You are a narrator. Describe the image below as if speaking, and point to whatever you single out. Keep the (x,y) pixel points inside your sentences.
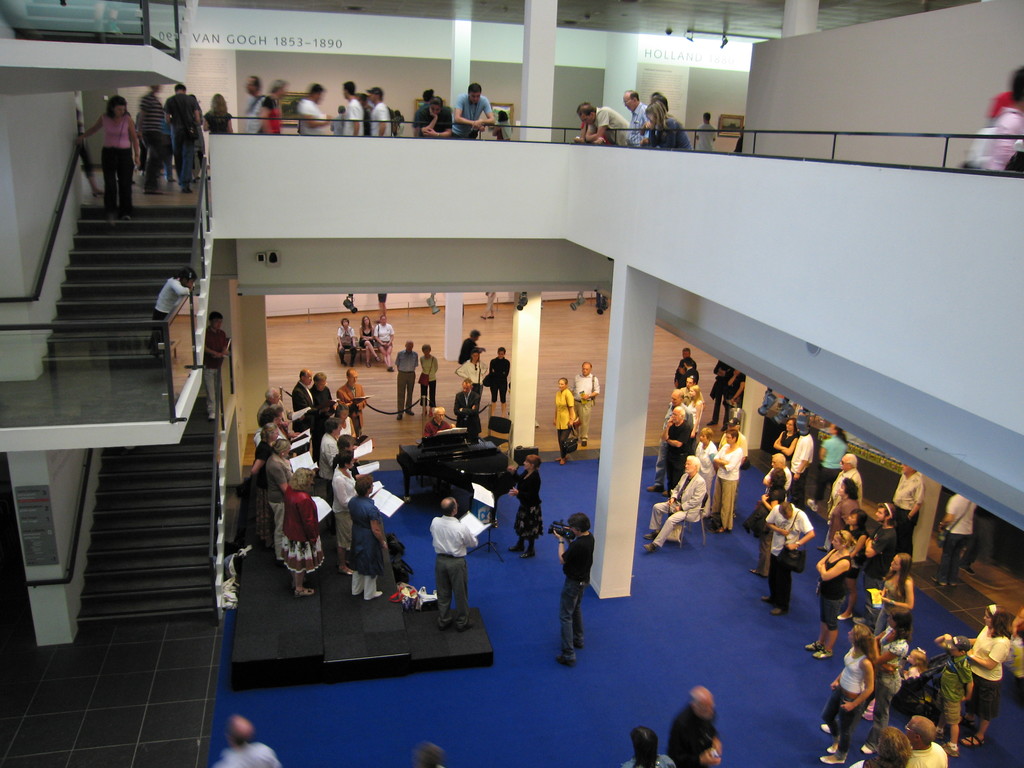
There are people (256,491) in the foreground area (413,535) some are standing on the stage (391,617) holding papers (388,501) in their hands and there are stairs (188,615) on the left side (153,211), there are people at the top side (480,126), there are pillars (530,87) and a blue color carpet (541,483) on the floor (616,766).
